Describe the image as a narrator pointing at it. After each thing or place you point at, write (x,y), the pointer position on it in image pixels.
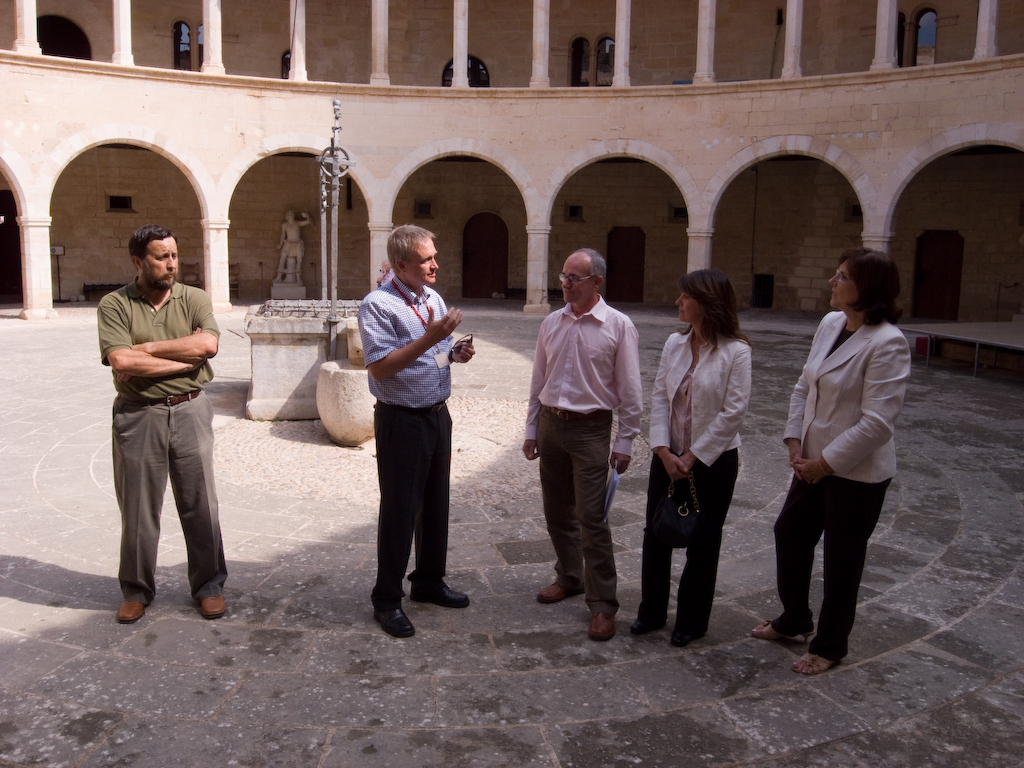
In this image I can see the ground (488,634), number of persons (384,381) are standing on the ground (797,357) and few rock structures (344,334) behind them. In the background (305,296) I can see a building (522,147) which is cream and white in color, a statue (274,299), few pillars (227,288) and few doors (612,248) of the building (507,241).
